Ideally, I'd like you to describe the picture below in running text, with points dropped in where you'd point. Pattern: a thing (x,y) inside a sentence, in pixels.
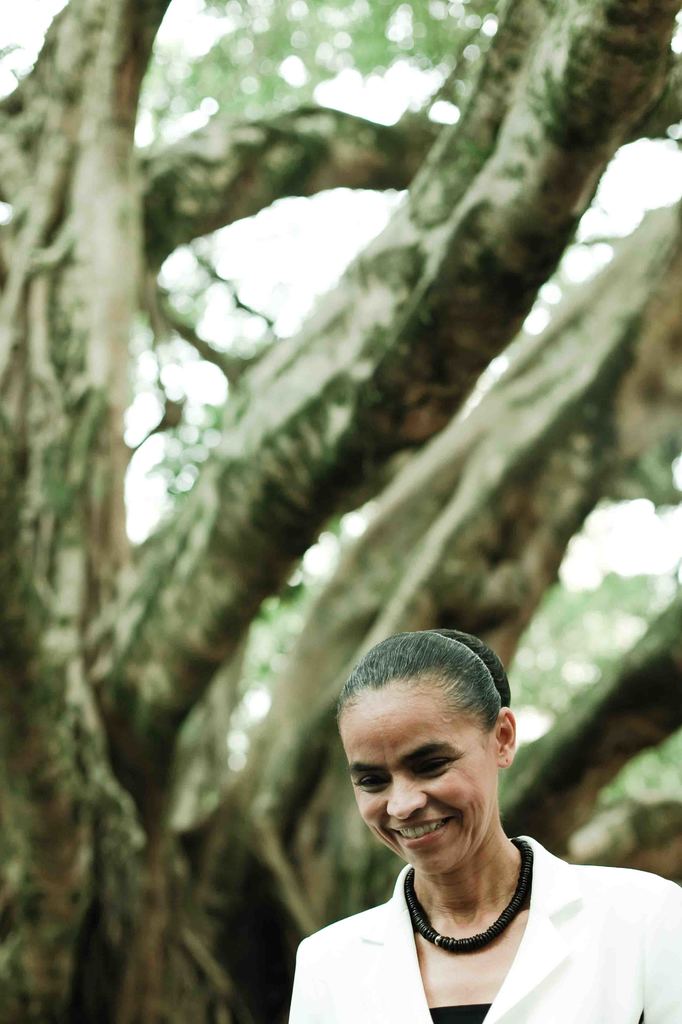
In the picture there is a woman (667,931), behind the woman (353,921) there is a tree (247,454).
